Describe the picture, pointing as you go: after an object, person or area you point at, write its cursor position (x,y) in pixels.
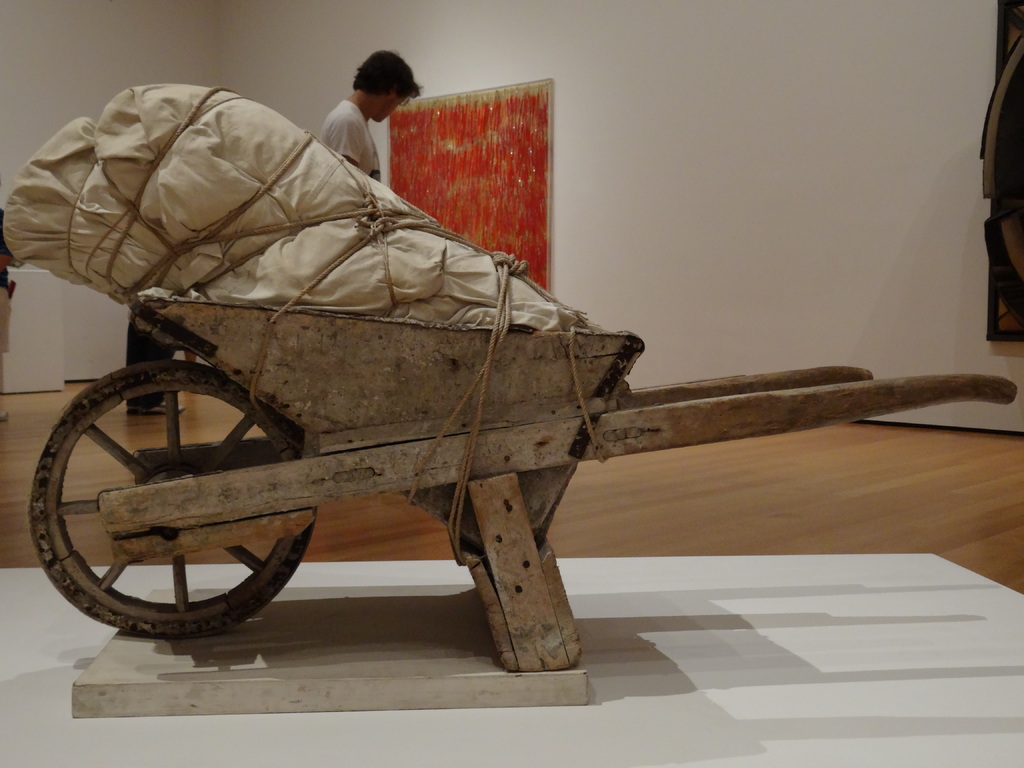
In this image we can see a Wheelbarrow (491,411). We can see an object (422,258) on the Wheelbarrow (447,481). There are few people (355,112) in the image. There are few objects (546,223) on the wall (559,223).
